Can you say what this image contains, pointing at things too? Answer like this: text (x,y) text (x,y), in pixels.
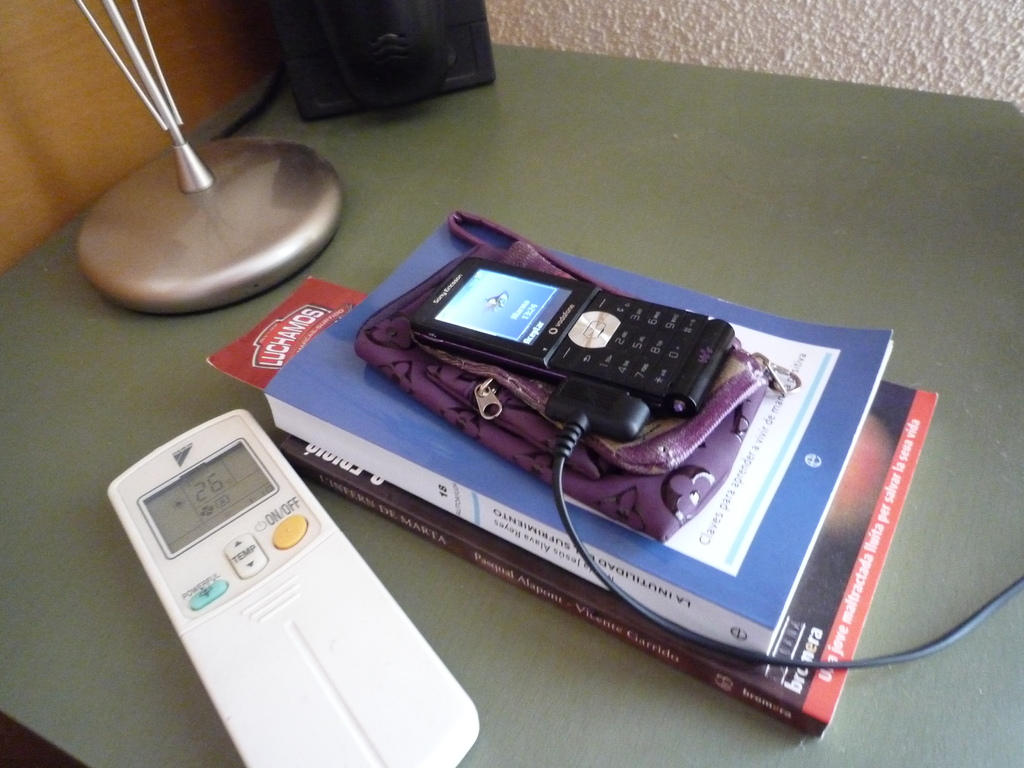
In this image we can see the mobile phone (542,358), books (771,549), remote (222,464) and some other objects (307,199) on the wooden surface (732,133).
